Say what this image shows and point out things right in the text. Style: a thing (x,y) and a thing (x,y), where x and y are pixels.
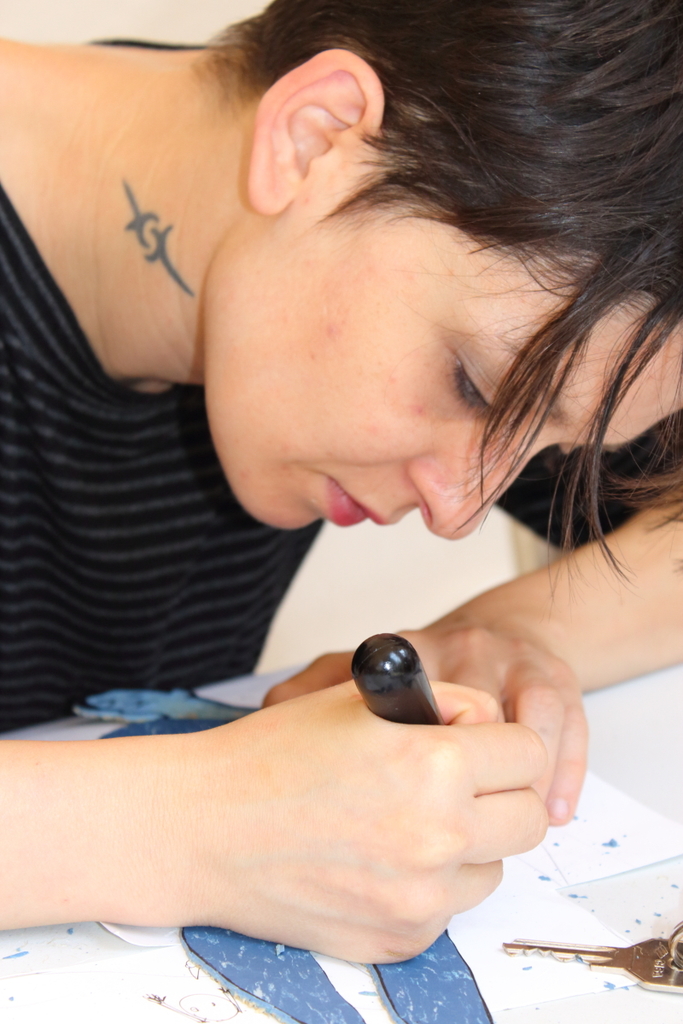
In this image we can see a person (399,499) holding an object (420,680). Here we can see papers (481,924) and a key (642,944). There is a white background.
